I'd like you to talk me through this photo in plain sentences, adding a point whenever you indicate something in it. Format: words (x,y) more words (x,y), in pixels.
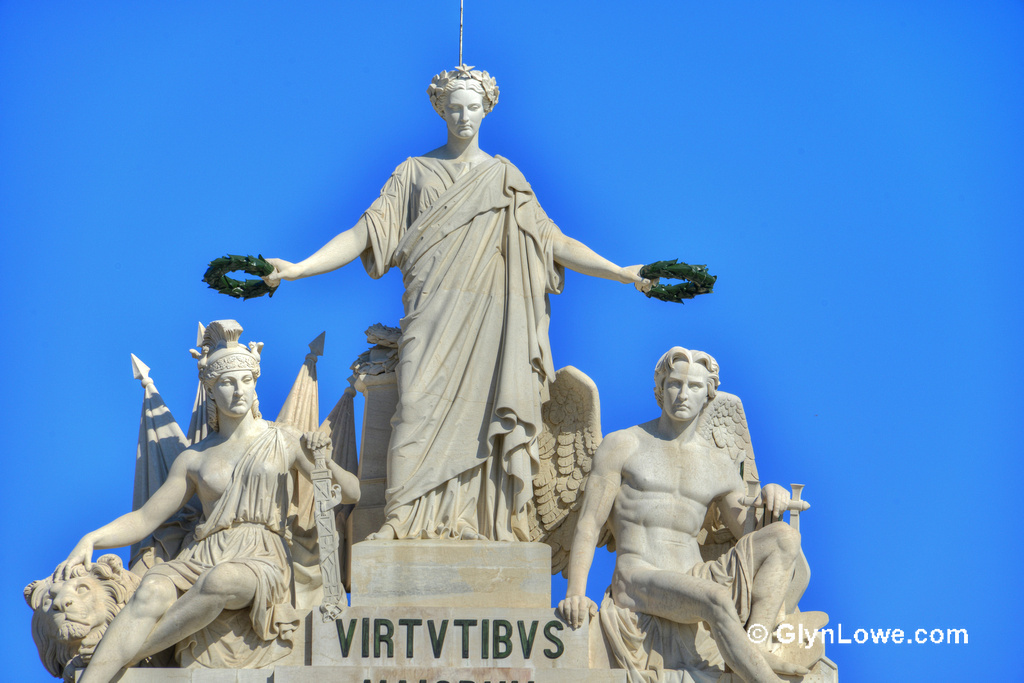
In the image I can see statues (641,441). At the bottom of the image (510,635) I can see some text (378,643).
